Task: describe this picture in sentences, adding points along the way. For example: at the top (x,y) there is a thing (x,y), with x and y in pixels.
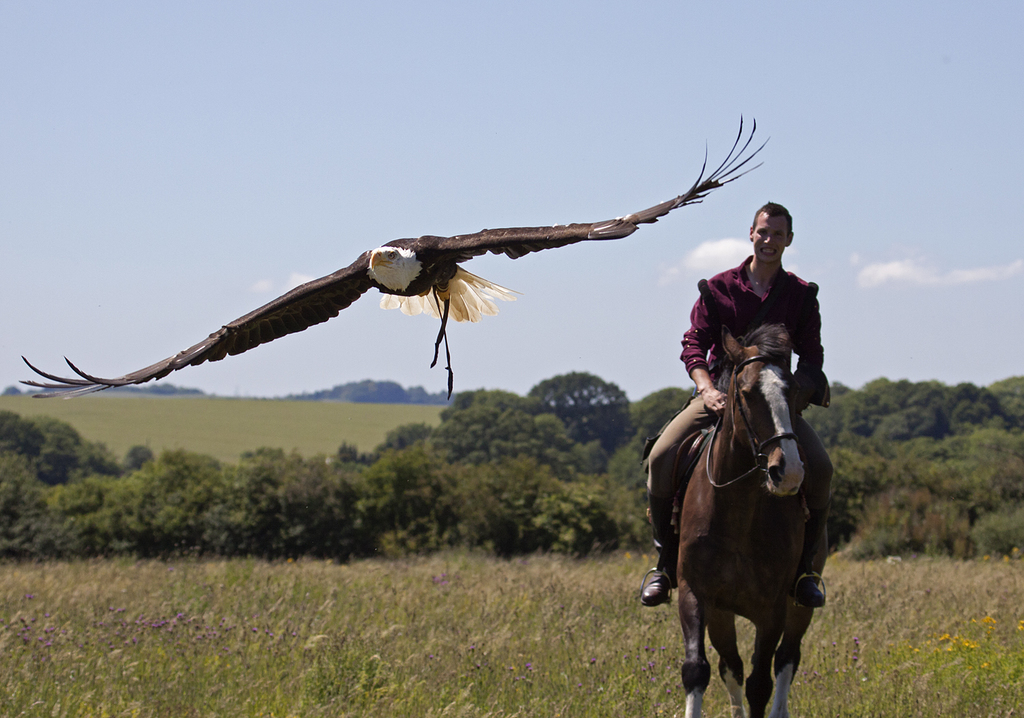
In the image there is a red color shirt man (716,358) sitting on horse (693,512) and riding a horse (693,499). In middle of the image (438,253) there is a eagle (394,252) flying at top (593,197) there is a sky (470,173), in background (605,393) there are some trees (601,404) at bottom (485,642) there is a grass (482,657).
